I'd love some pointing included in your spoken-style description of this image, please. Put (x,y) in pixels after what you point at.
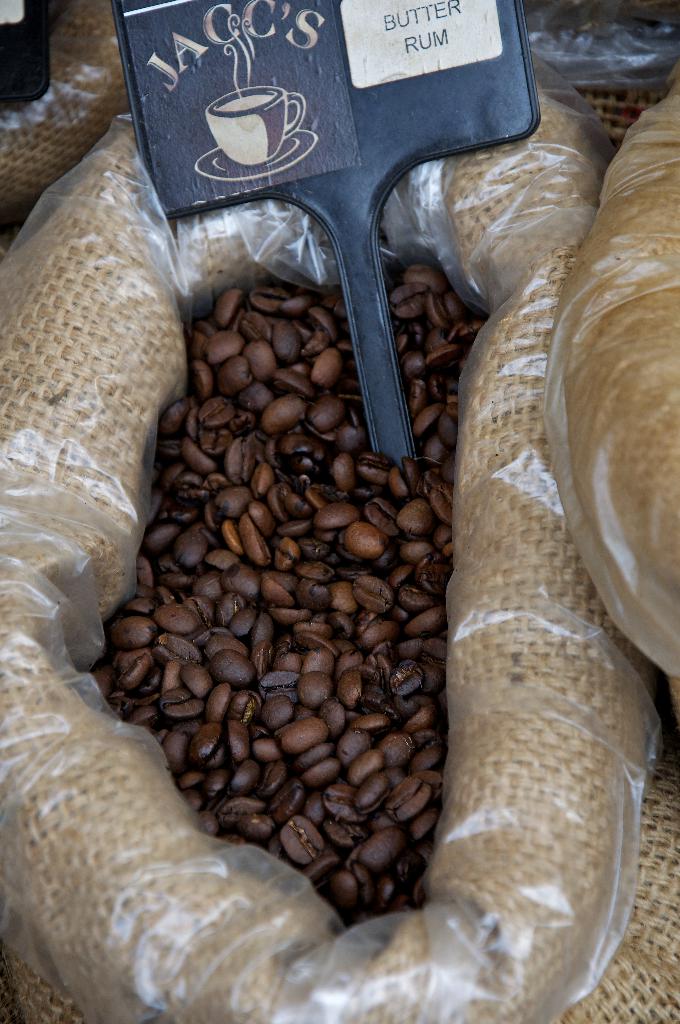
In this image there are coffee beans (335,609) in a bag (315,904). On top of the coffee beans (375,555) there is a name board (392,165). Beside the bag (505,297) there are a few other bags (637,342).
